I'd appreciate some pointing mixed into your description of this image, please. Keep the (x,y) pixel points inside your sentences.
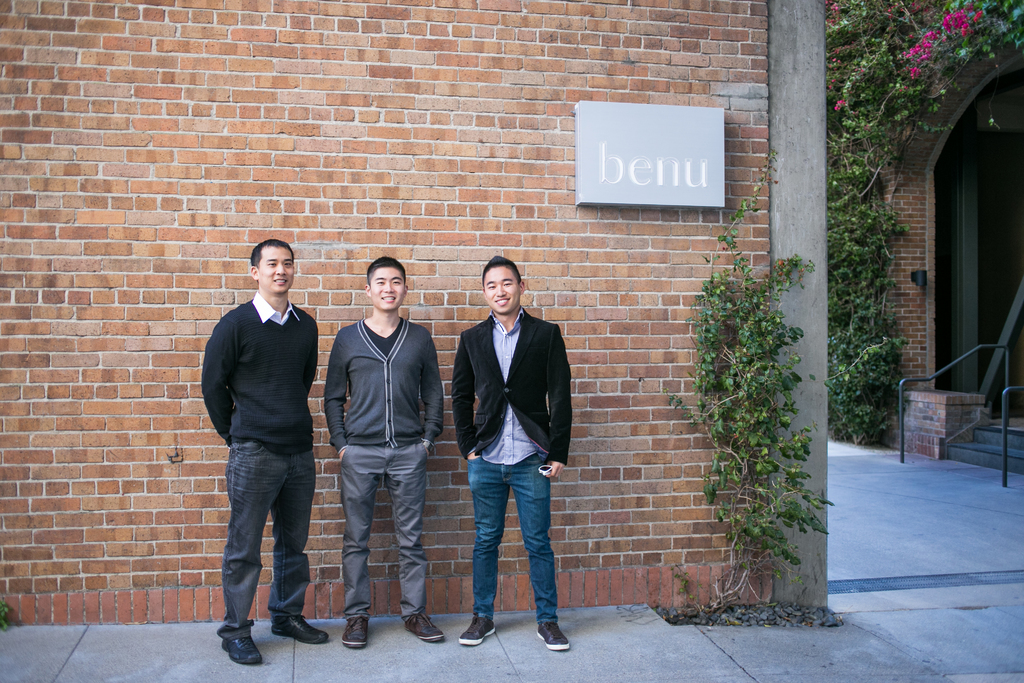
In the center of the image (357,359) we can see three men (264,438) are standing and smiling and wearing dress (305,528), shoes (294,625). In the background of the image (320,419) we can see the wallboard (629,194), plant (715,597), stones (684,611). On the right side of the image (865,431) we can see an arch (986,75), stairs (1013,455), climbing plants (891,195) with flowers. At the bottom of the image (786,644) we can see the floor (986,666).
